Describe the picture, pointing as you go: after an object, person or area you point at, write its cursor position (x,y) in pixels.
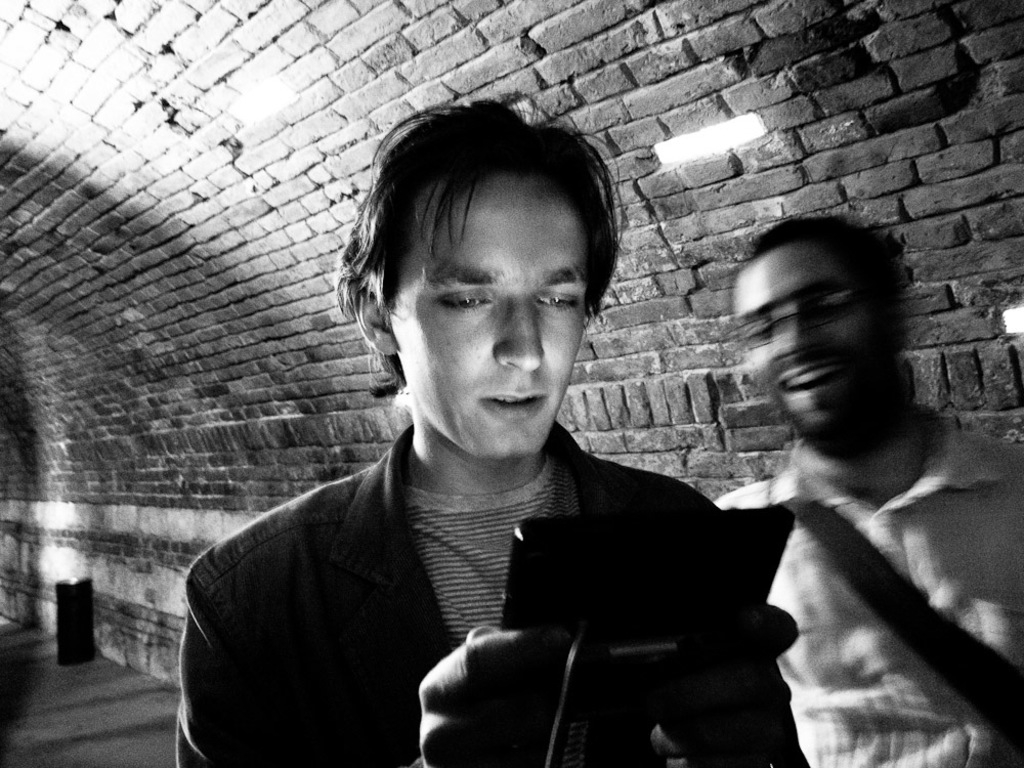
In this image I can see two people (532,412) with the dresses (606,513) and one person (482,609) holding the object (606,628). In the background (135,199) I can see the brick wall (248,434) and this is a black and white image.
